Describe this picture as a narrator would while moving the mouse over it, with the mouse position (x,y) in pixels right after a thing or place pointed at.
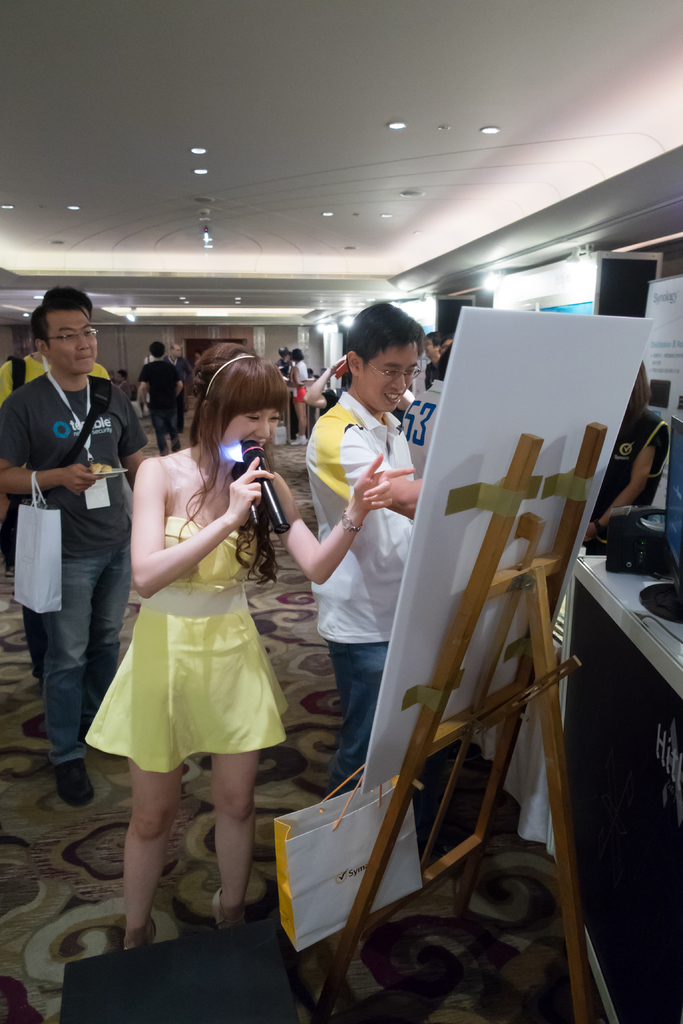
In this image we can see a lady (190,552) holding a mic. Near to the lady (296,528) there is a person (388,431) wearing specs (415,367). Also there is a stand (506,639) with a board (424,566) and packet (309,832). In the back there are many people (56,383). On the ceiling (237,107) there are lights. On the right side (610,607) there is a platform (606,586) with some items (623,544). And there is a person (56,440) wearing tag (59,393) and holding a packet (52,528).
